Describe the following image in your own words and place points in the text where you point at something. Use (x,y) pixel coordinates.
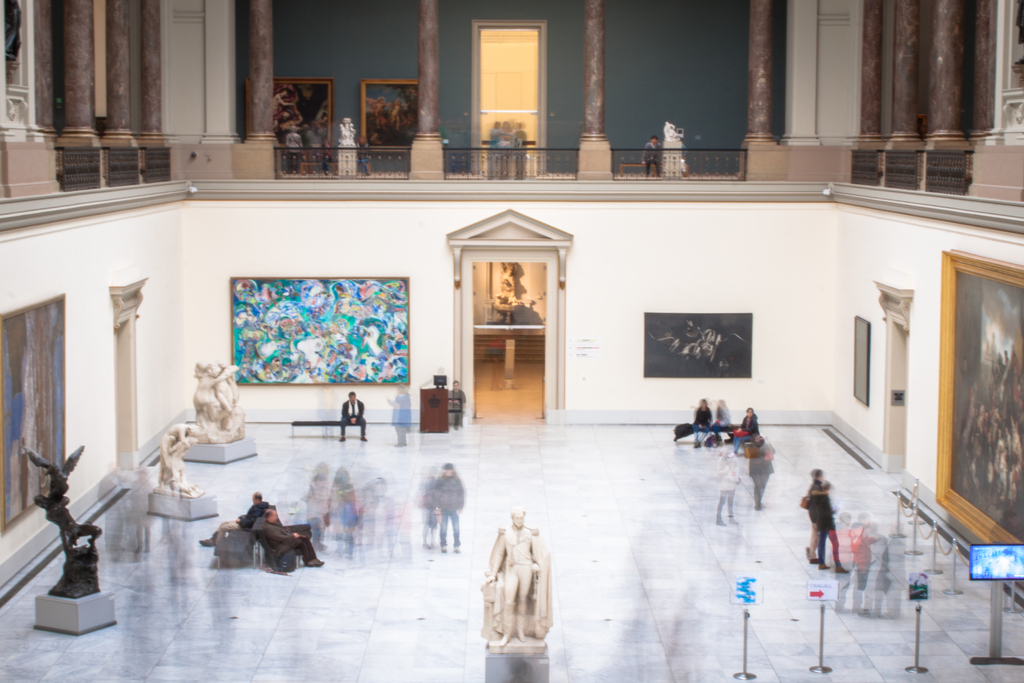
This is looking like a hall (594,583). At the bottom of the image (270,536) I can see few people (270,516) and some statues (222,390) on the floor (753,651). On the right bottom of the image (997,557) there are some poles (992,598) and a television (981,558) is placed. Here I can see some frames (358,338) are attached to the walls (368,254). On the top of the image (114,99) there are some pillars (217,116) and frames (324,107) are attached to the walls (340,63) and also I can see few people (513,141) are standing beside the railing (305,153).
